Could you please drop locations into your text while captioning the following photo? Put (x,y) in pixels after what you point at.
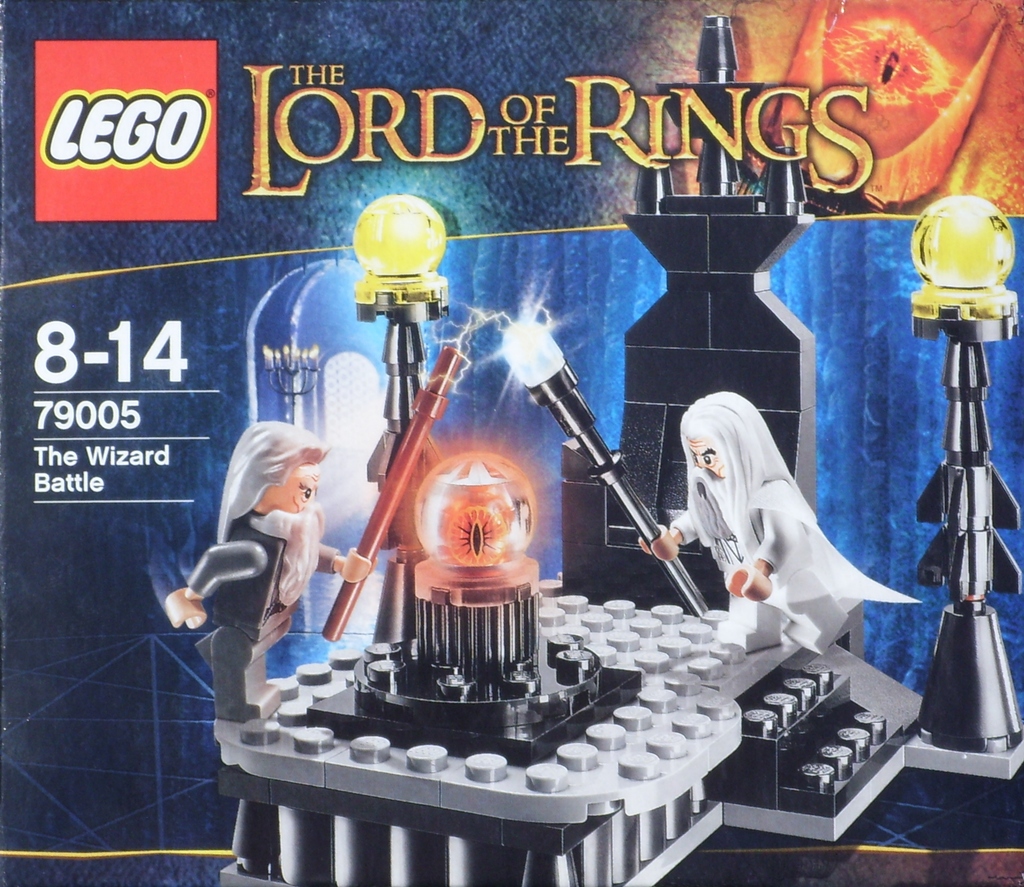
This is an animated picture. In the center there is an orange color object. On the right (724,545) there is a person (770,522) holding a stick (580,431) and standing on the ground (613,771). On the left (243,515) there is another person (263,568) holding a stick (427,411) and standing on the ground (620,788). In the background (434,290) we can see some other objects (752,288) and we can see the text (772,86) on the image.
